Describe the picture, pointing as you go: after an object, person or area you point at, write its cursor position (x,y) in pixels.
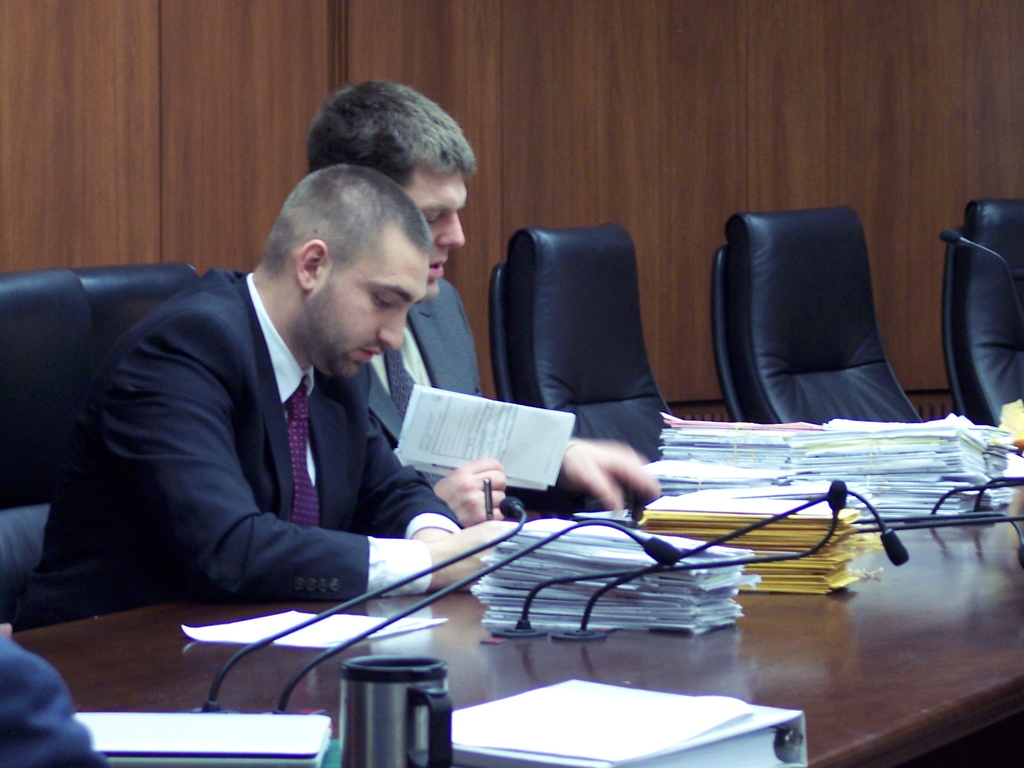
In this picture we can see two men (381,382) sitting on chairs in front of a table (965,596) and on the table (641,635) we can see mug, file (575,743), papers (731,584), mike's (718,543). These are empty chairs (837,321). We can see this man (441,322) is holding papers (511,464) in his hand (475,521). This man (421,528) is holding a pen (491,497) in his hand (461,565).
